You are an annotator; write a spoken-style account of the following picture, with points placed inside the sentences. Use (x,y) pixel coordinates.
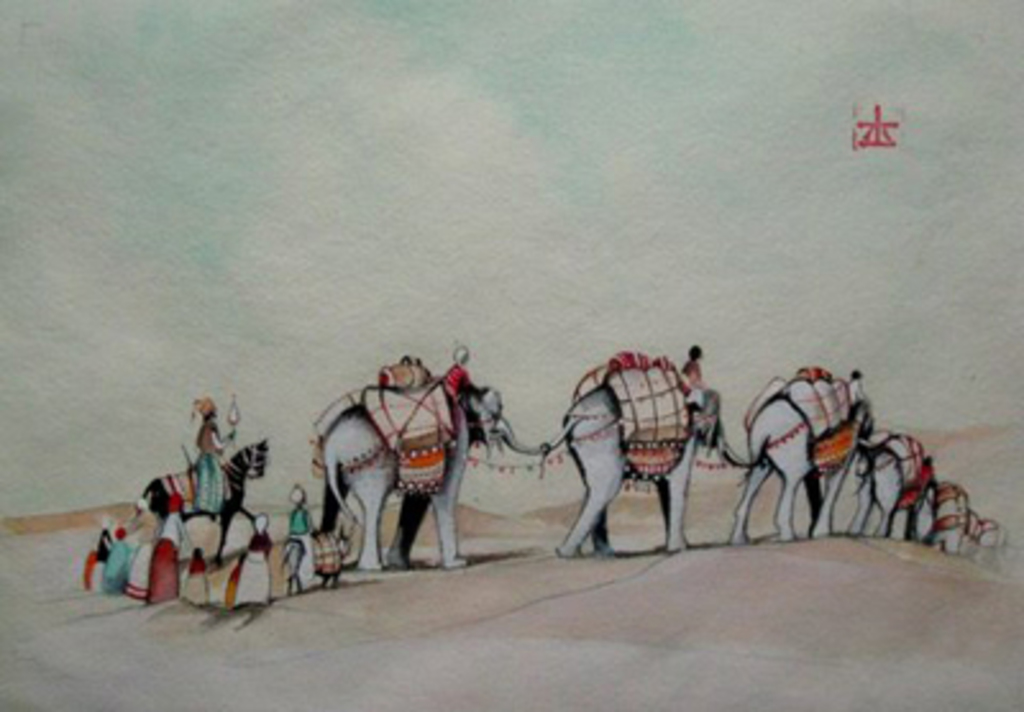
In the picture there is a drawing (436,357), there are elephants (664,492) present, there are people (166,542) present.
